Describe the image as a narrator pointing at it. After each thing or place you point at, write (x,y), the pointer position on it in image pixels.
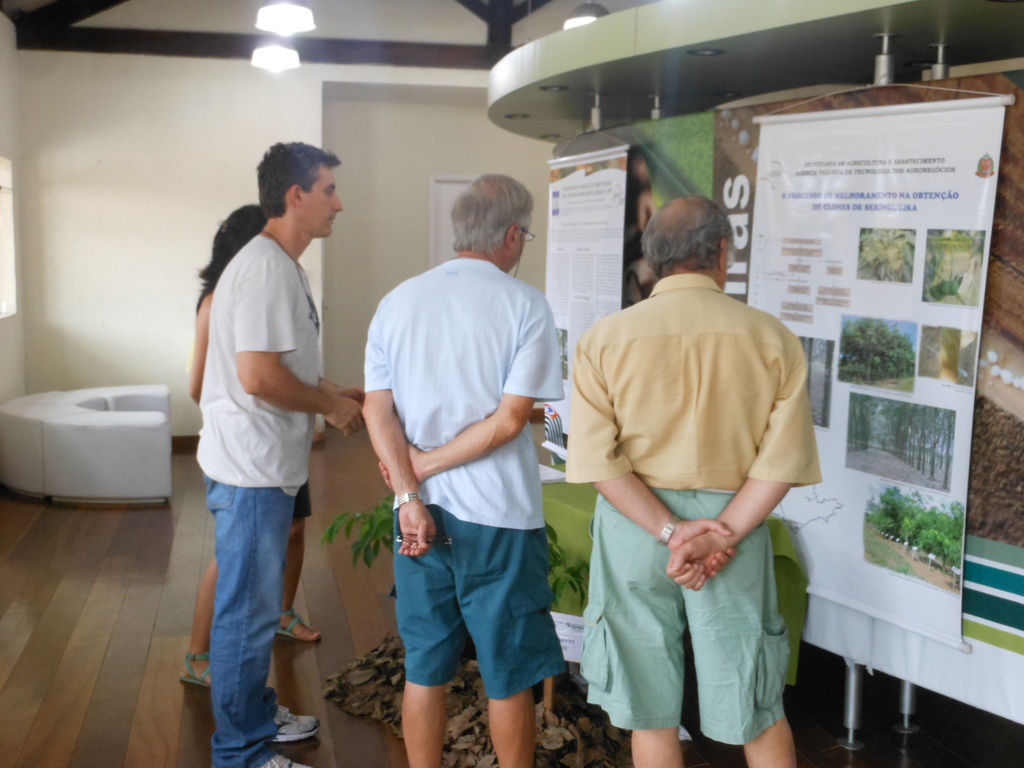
In this picture I can see four persons (781,746) standing, there are banners (990,488), lights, there is a chair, plant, and in the background (424,153) there is a wall (389,167).
